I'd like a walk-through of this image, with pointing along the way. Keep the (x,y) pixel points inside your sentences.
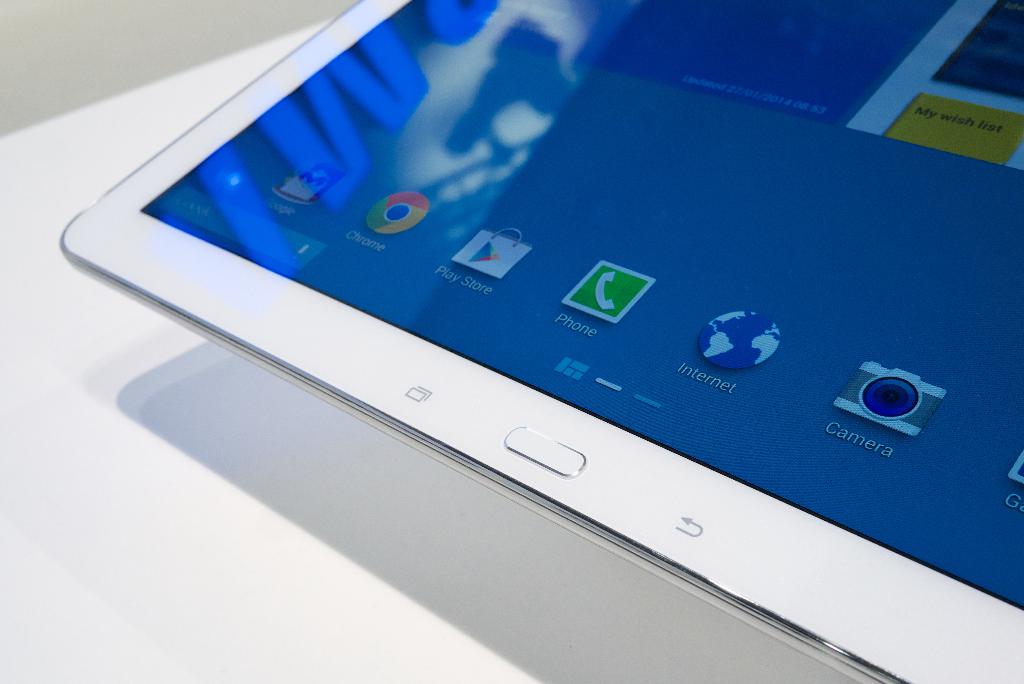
In this image, we can see a screen (982,403). We can also see the white colored surface (271,495) with the shadow (595,666) of the screen (163,208).
